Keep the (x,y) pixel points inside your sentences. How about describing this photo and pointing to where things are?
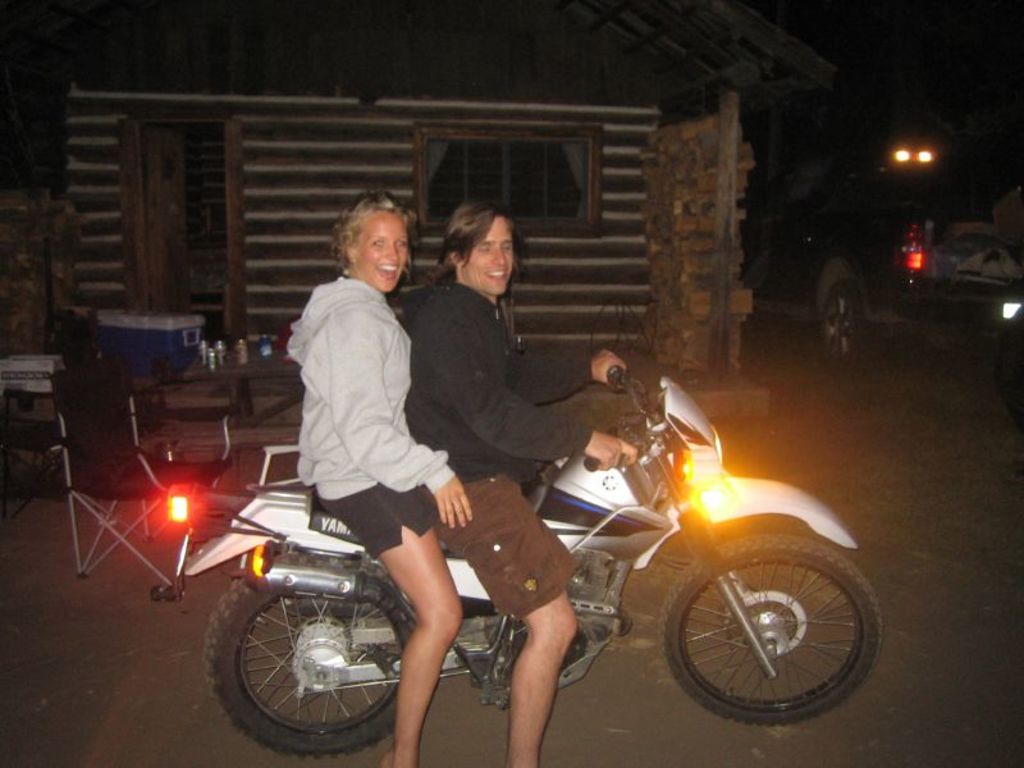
The two persons (471,431) are sitting on a bike (549,515). They are smiling. The front side of the person (444,343) is holding a handle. There is a table (195,365) on the left side (251,387). There is a glass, tins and box (190,351) on a table (241,401). We can see in the background (568,309) house (268,324) and vehicle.
